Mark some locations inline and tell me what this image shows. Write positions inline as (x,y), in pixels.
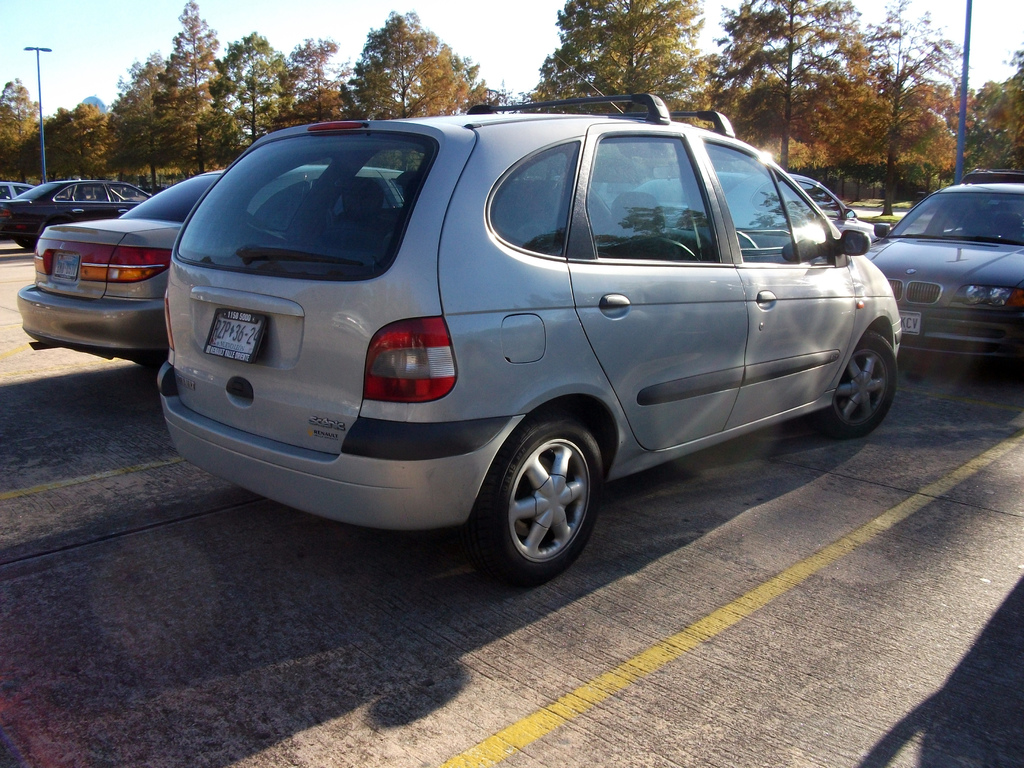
In this image, there are a few vehicles (568,260), poles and trees (765,95). We can see the ground (874,510) and the sky (947,10).
